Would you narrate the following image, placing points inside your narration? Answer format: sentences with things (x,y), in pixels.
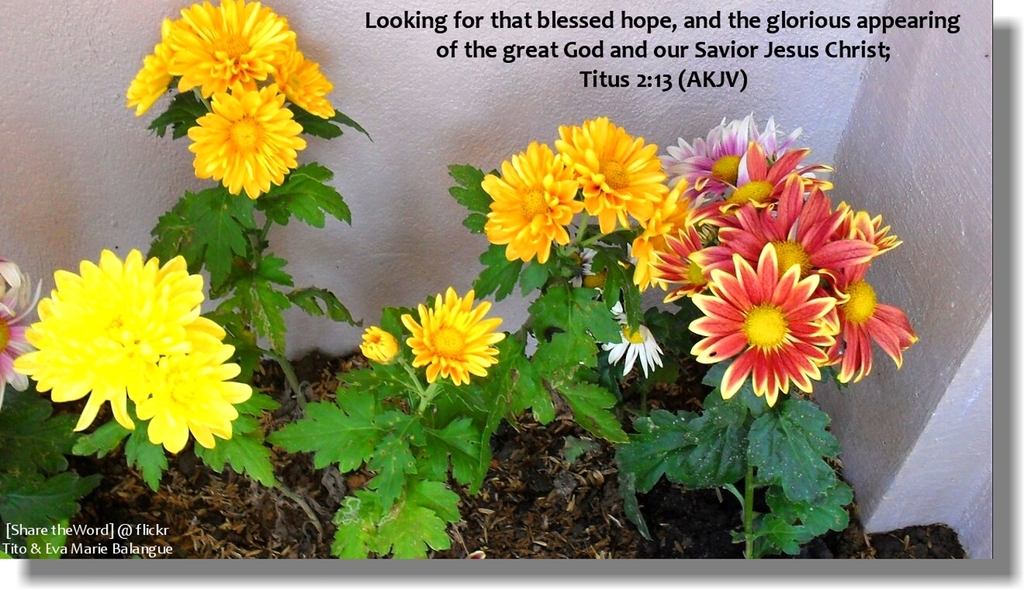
In this image I see plants (464,325) on which there are flowers (3,282) which are of yellow, orange, white, pink and red in color and I see the wall (881,63) and I can also see few words (823,19) over here.
